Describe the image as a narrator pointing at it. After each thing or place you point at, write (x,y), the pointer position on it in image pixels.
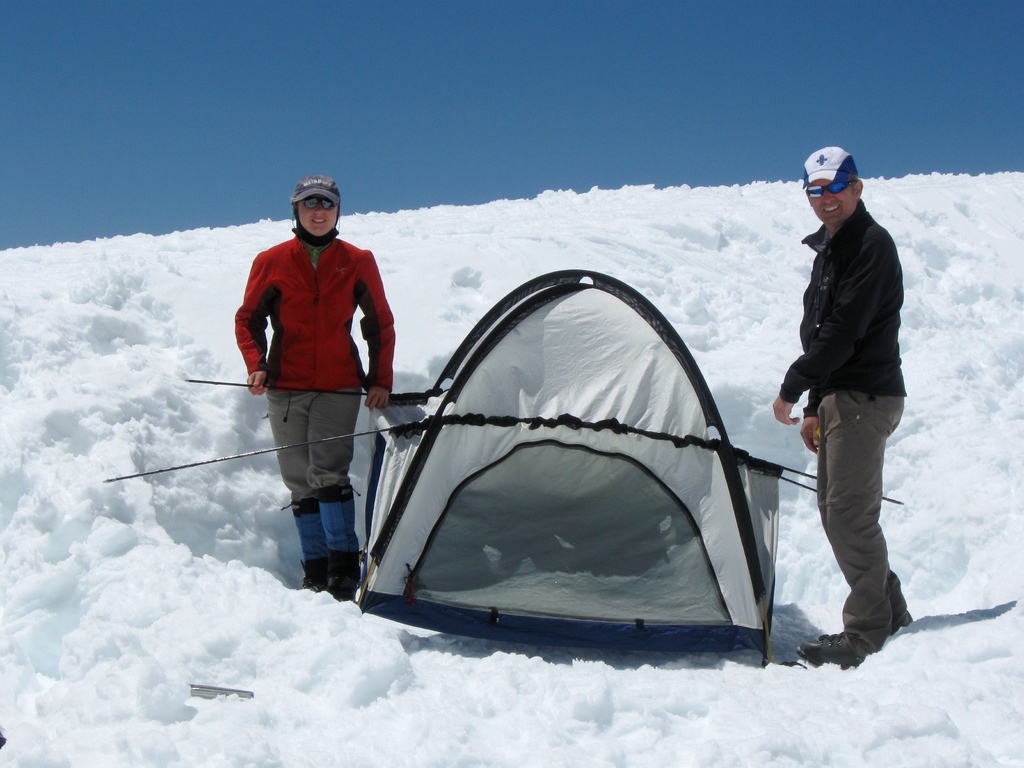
In this image I can see two persons (776,407) are standing on the snow (229,590). Here I can see a tent (507,481). These people (816,318) are wearing caps (814,160) and shades (332,206). In the background (406,83) I can see the sky (367,69).
